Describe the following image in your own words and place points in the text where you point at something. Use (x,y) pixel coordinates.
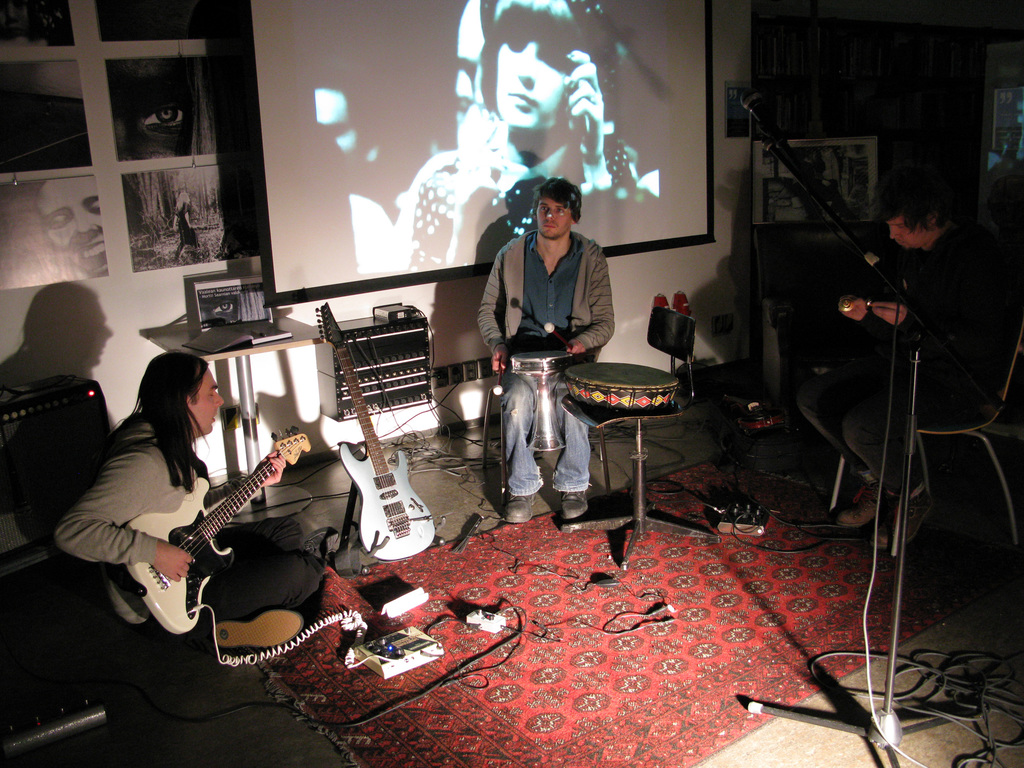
A screen (293,78) and posters (201,81) on wall (97,119). This rack (934,73) is filled with books (875,94). A floor (800,742) with carpet (736,659). This person (583,237) is sitting on a chair (492,403) and playing this musical instrument (611,373). This person (940,207) is sitting on a chair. This man (189,397) is sitting on a floor (305,470) and playing guitar (209,562). On floor (963,699) there is a guitar (379,492) and cables (985,664). This is mic (757,125) with stand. On this table (286,343) there is a book (244,333). This is device (371,370). Backside of this person (180,492) there is a speaker (41,434).
